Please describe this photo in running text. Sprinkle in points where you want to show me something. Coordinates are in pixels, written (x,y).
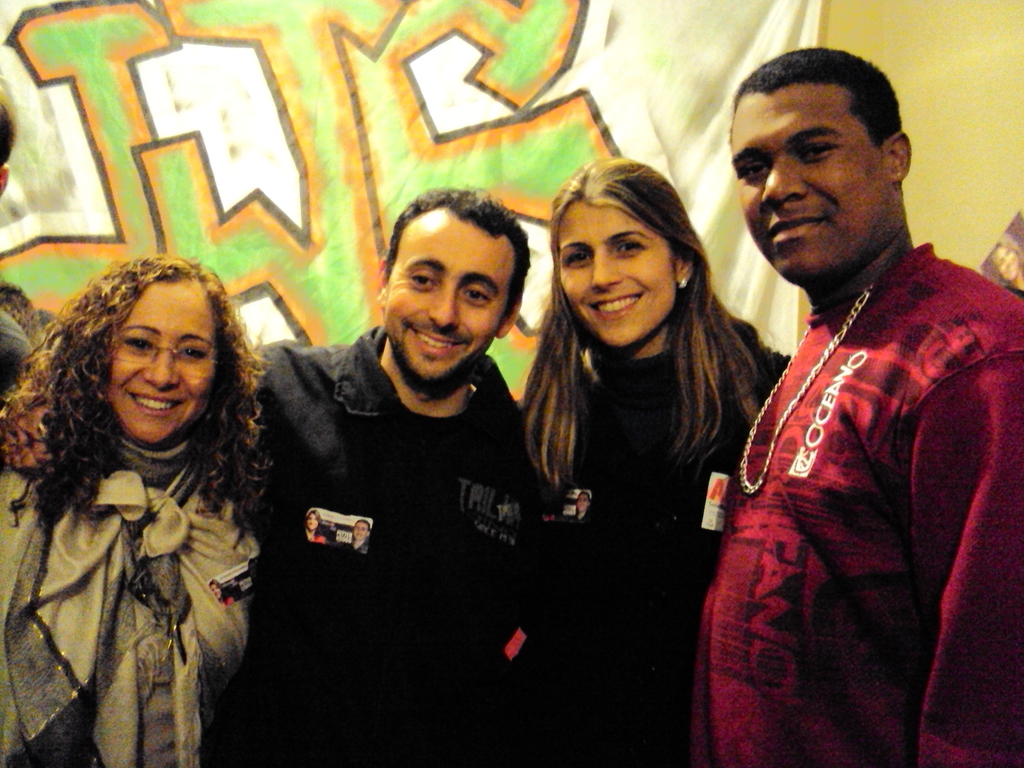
In this image I can see a person (840,484) wearing red colored dress (859,562) and another man (387,554) wearing black color dress (395,532) are standing. I can see a woman (659,554) wearing black colored dress (600,581) and another woman (183,598) wearing grey colored dress (146,610) are standing. I can see all of them are smiling. In the background (943,69) I can see the cream colored wall (956,69) and a banner (731,88) which is white, orange, black and green in color to the wall (952,50).
